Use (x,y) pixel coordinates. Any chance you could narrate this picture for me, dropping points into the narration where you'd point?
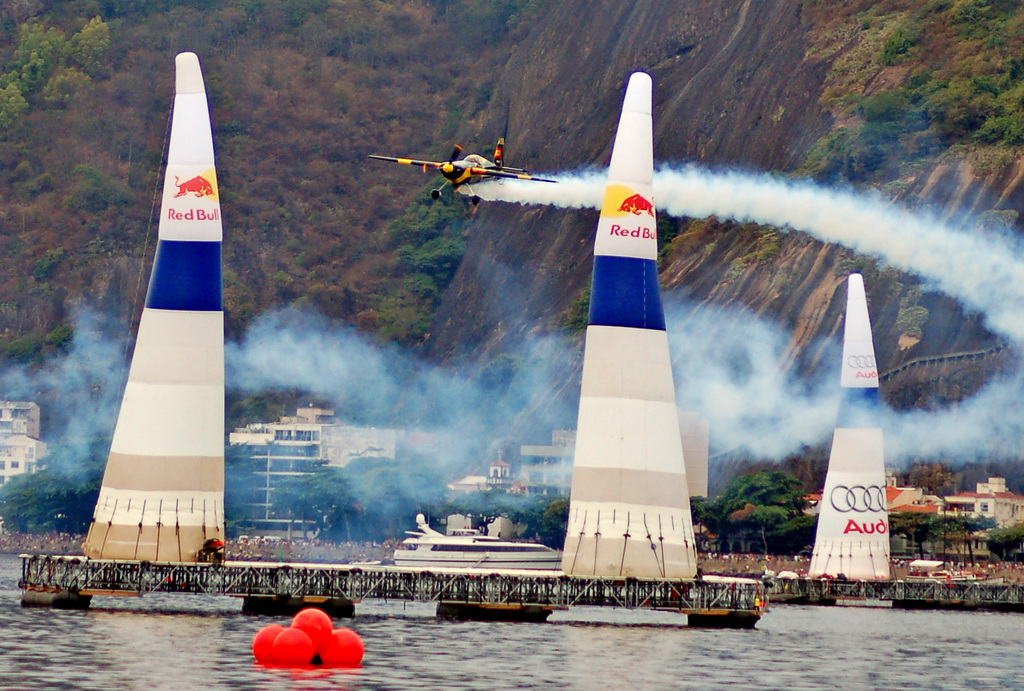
In this image I can see water (667,627) and on it I can see few red colour things (326,625) and a white colour boat (526,563). I can also see three things (220,400) and on it I can see something is written. In the background (292,458) I can see number of buildings (539,467), number of trees (56,477) and the mountain (503,255). In the centre of the image (412,444) I can see an aircraft (452,177) and the smoke (511,180) in the air (891,213).
